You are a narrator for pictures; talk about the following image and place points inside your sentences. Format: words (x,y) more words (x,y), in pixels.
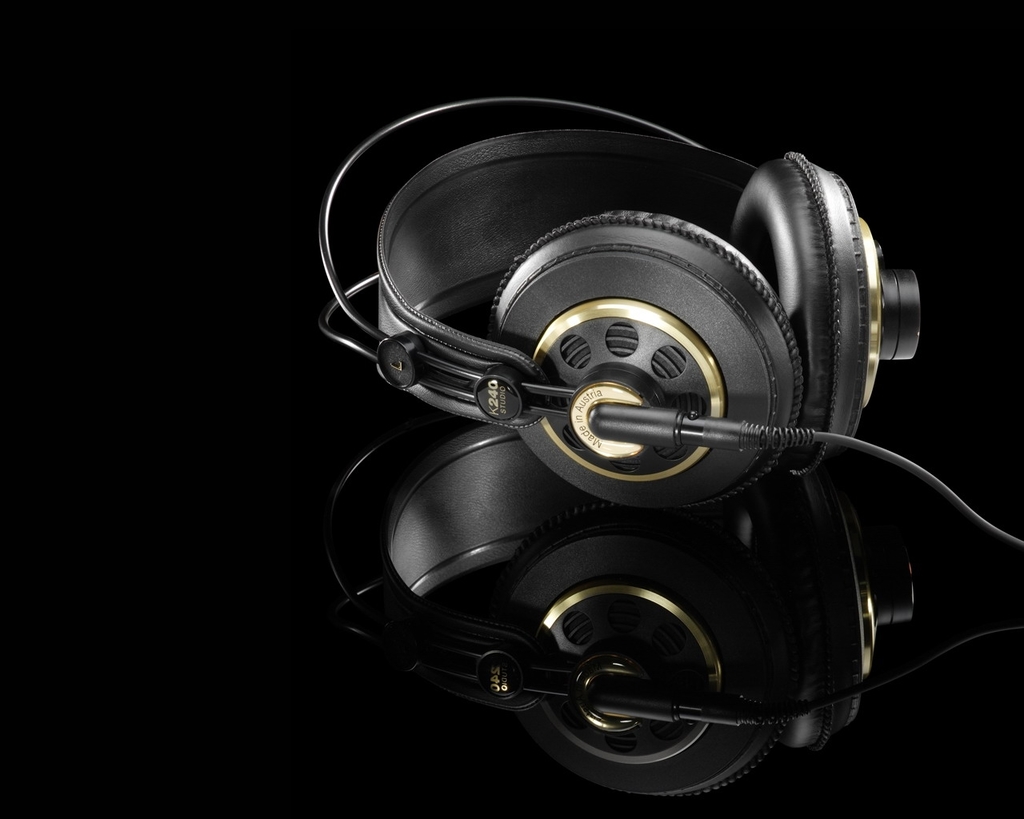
In this image I can see a headphone (745,479) on the glass table (603,677). This image is taken in a room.
